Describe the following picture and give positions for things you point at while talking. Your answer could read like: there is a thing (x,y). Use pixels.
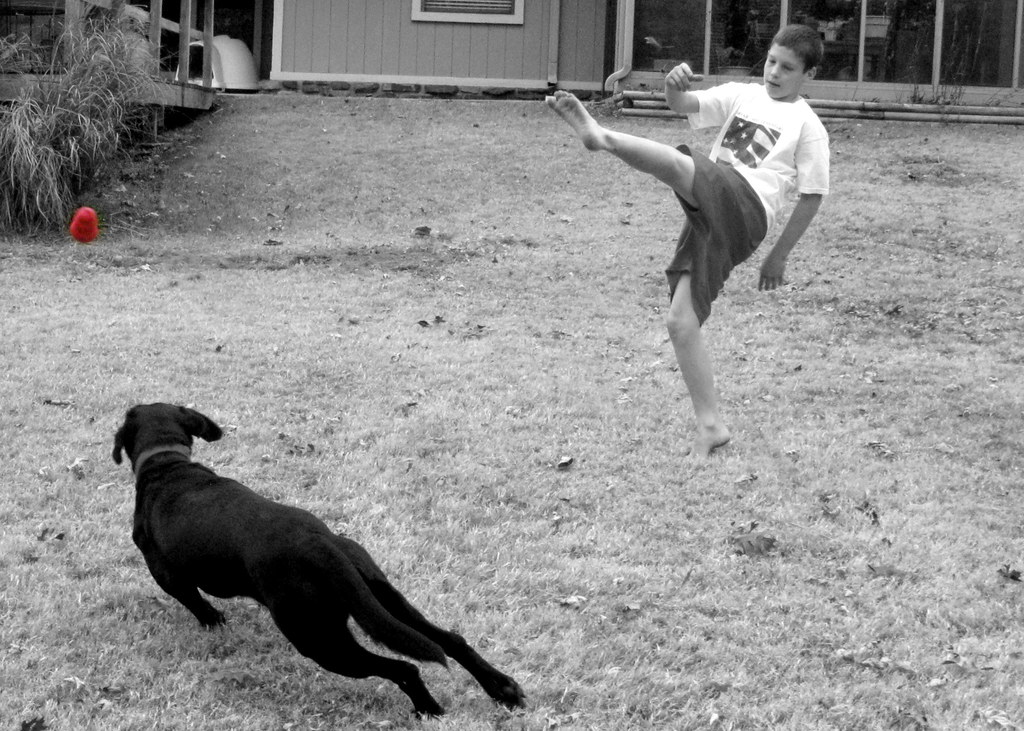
In the picture we can see a grass surface (714,546) on it, we can see a boy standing on one leg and he is wearing a white T-shirt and front of him we can see a dog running which is black in color and in the background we can see some grass plants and a wall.
